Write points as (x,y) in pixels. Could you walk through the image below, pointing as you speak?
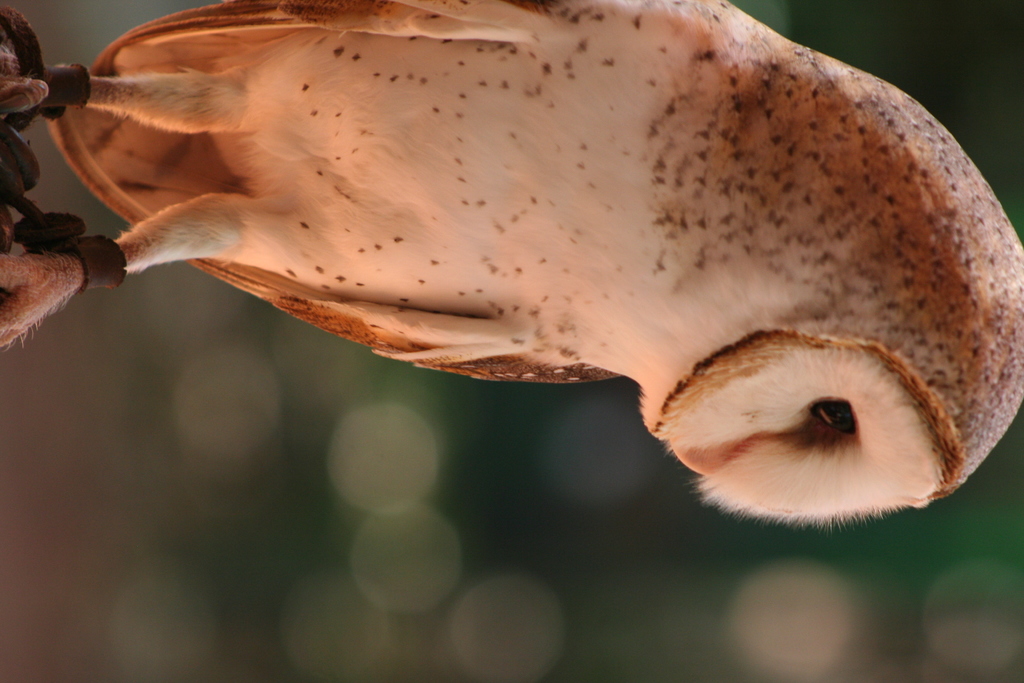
This picture is in rightward direction. On the top (602,78), there is a bird (627,189) which is in brown and cream in color.
